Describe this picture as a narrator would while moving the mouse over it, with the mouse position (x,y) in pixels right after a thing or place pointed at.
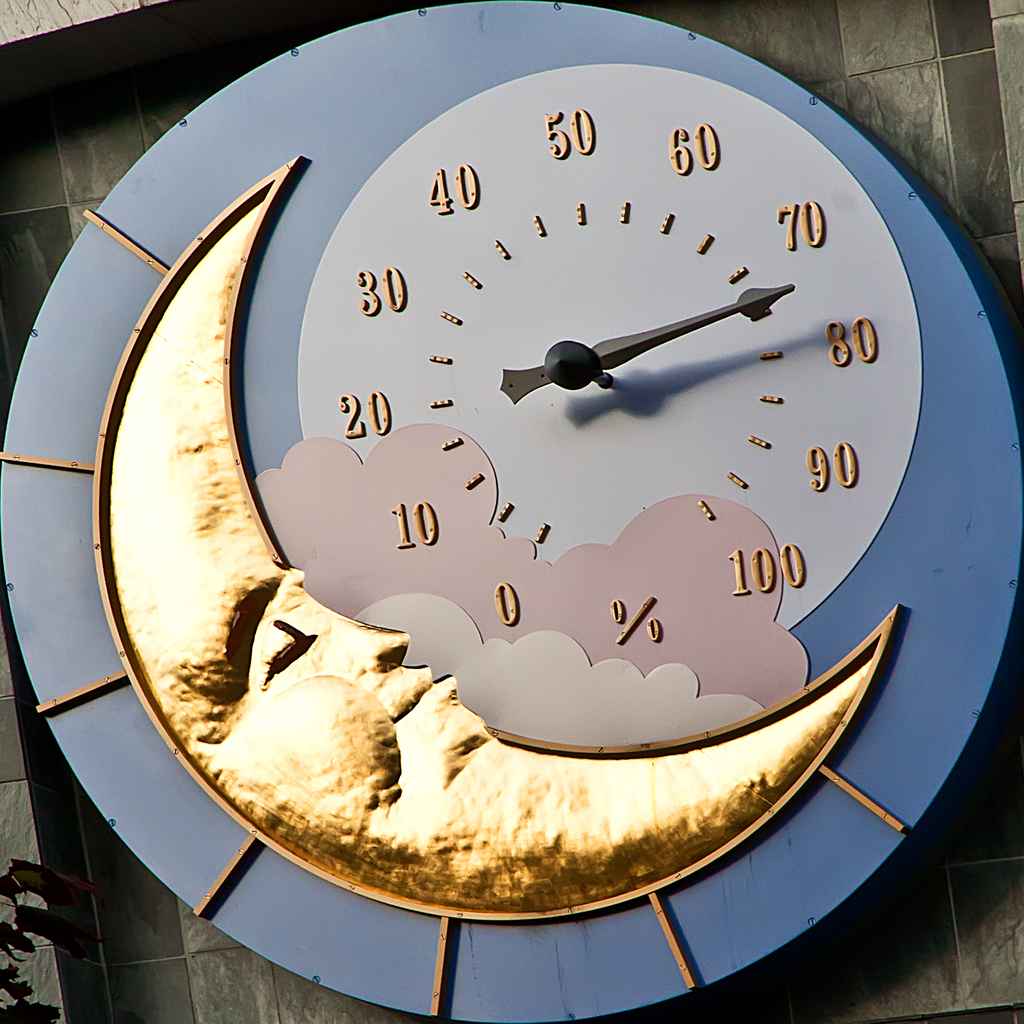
In the center of the image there is a wall (917,1). On the wall (30,99), we can see one humidity gauge (737,626). On the humidity gauge (618,692), we can see one half moon design (275,663), in which we can see one human face (361,677). At the bottom left side of the image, we can see leaves (73,926).
